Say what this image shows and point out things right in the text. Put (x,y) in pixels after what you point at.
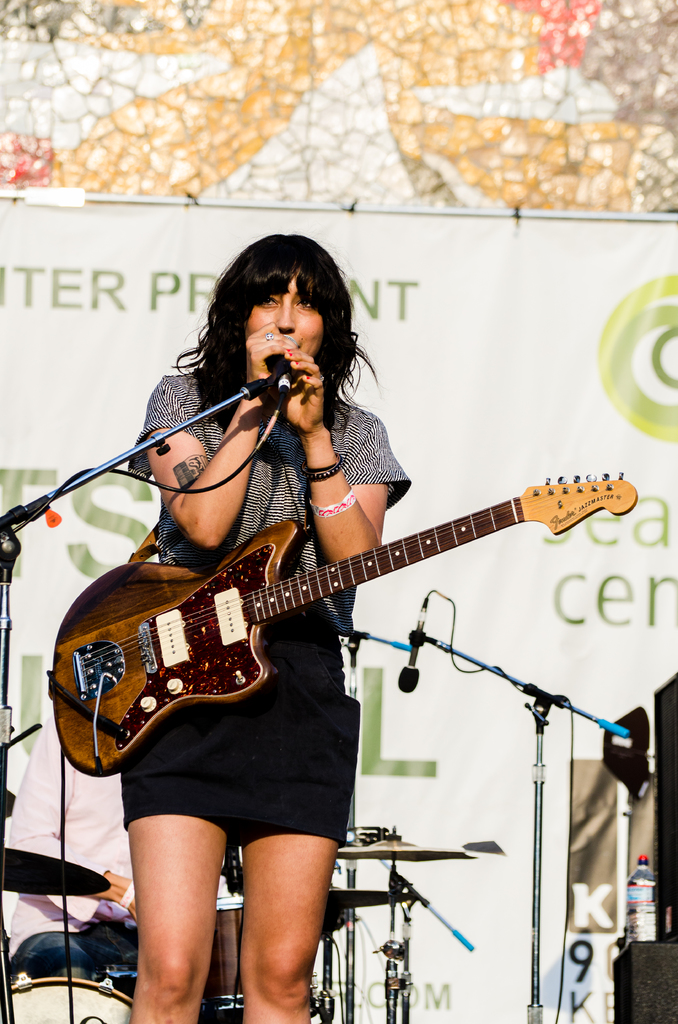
Here we can see a woman (259,378) with a guitar (206,603) on her and singing a song with a microphone (280,388) in her hand (290,389) and behind her we can see drums (89,872) and a banner (647,257) present.
